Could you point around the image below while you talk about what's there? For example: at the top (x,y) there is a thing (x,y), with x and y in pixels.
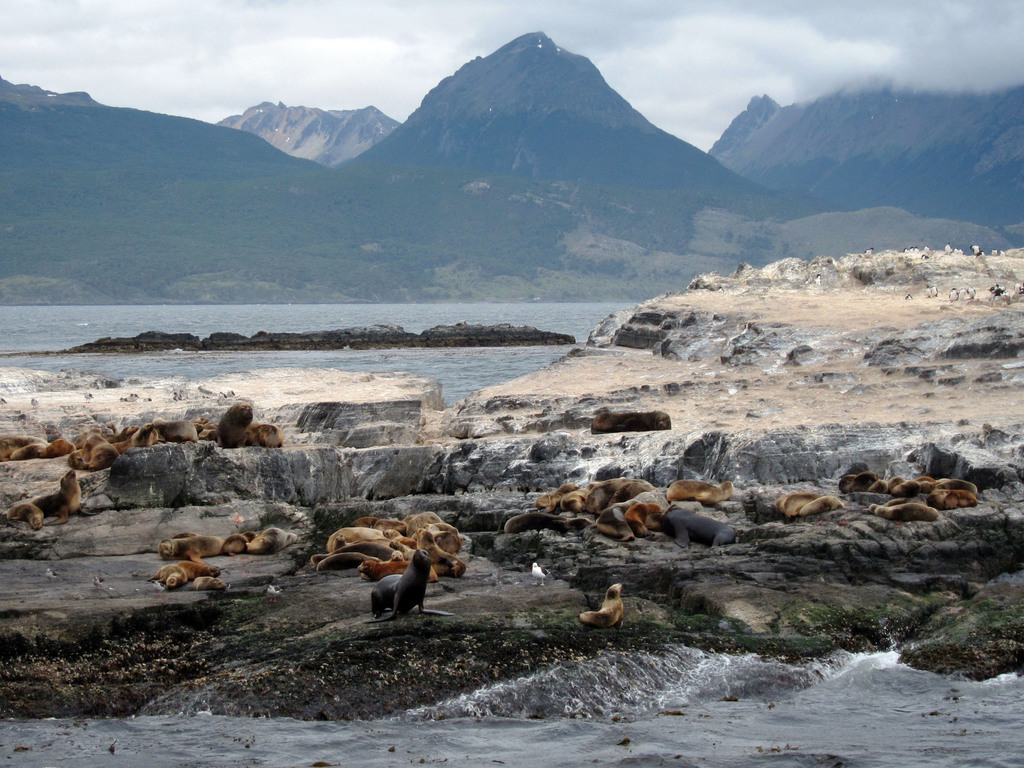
In the center of the image (456,453) there are animals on the stones (440,595). In the background of the image (415,151) there are mountains (361,242). There is water (416,328).
